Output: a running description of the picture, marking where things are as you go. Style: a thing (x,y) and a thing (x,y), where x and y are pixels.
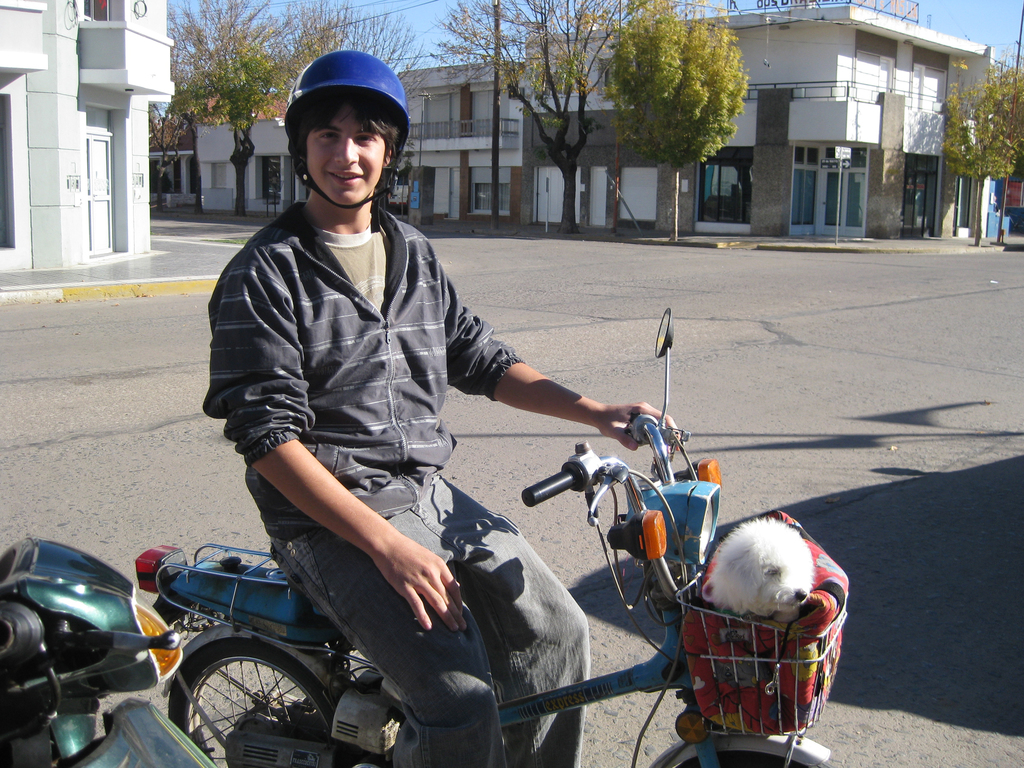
This image is taken outdoors. At the bottom of the image (871,674) there is a road (188,361). A bike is parked on the road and a boy (352,465) is sitting on the bike (268,589) and there is a dog (764,596) in the basket (749,665). In the background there are a few buildings (184,161) and there are a few trees (244,70). At the top of the image (414,21) there is a sky (958,31).
